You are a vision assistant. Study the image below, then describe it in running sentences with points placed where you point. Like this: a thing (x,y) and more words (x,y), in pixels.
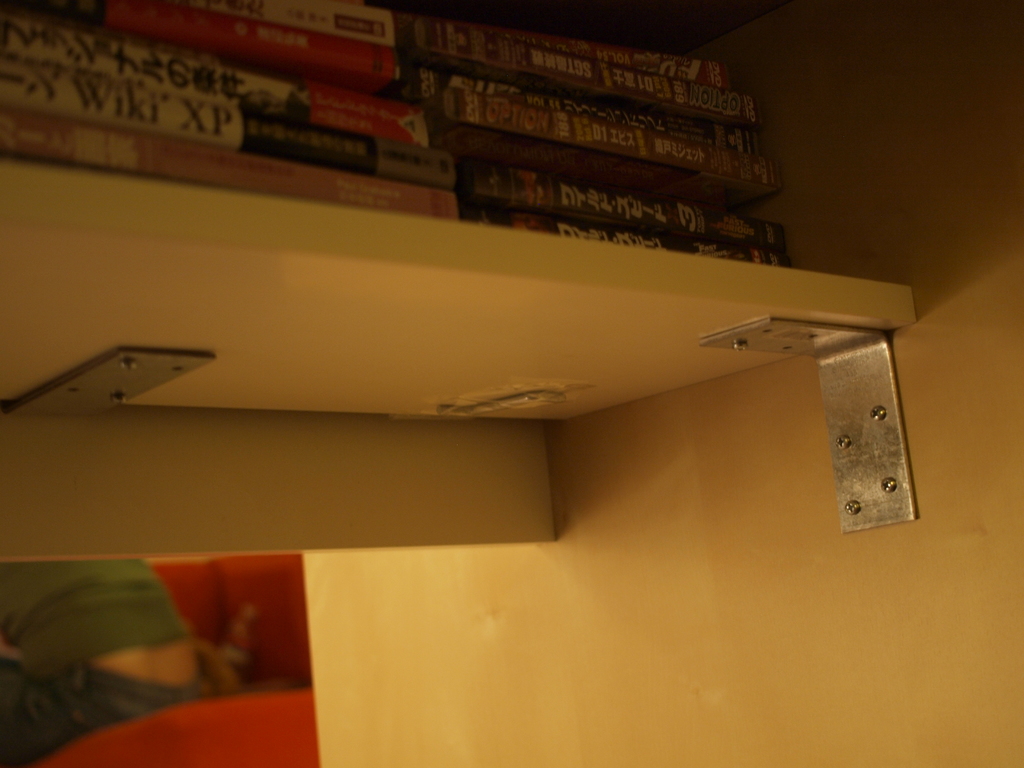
This is the picture of a room (651,450). In this image there are books (411,46) in the shelf (669,304). In the bottom left (92,578) there is a person (77,590) sitting on the sofa (123,739).
